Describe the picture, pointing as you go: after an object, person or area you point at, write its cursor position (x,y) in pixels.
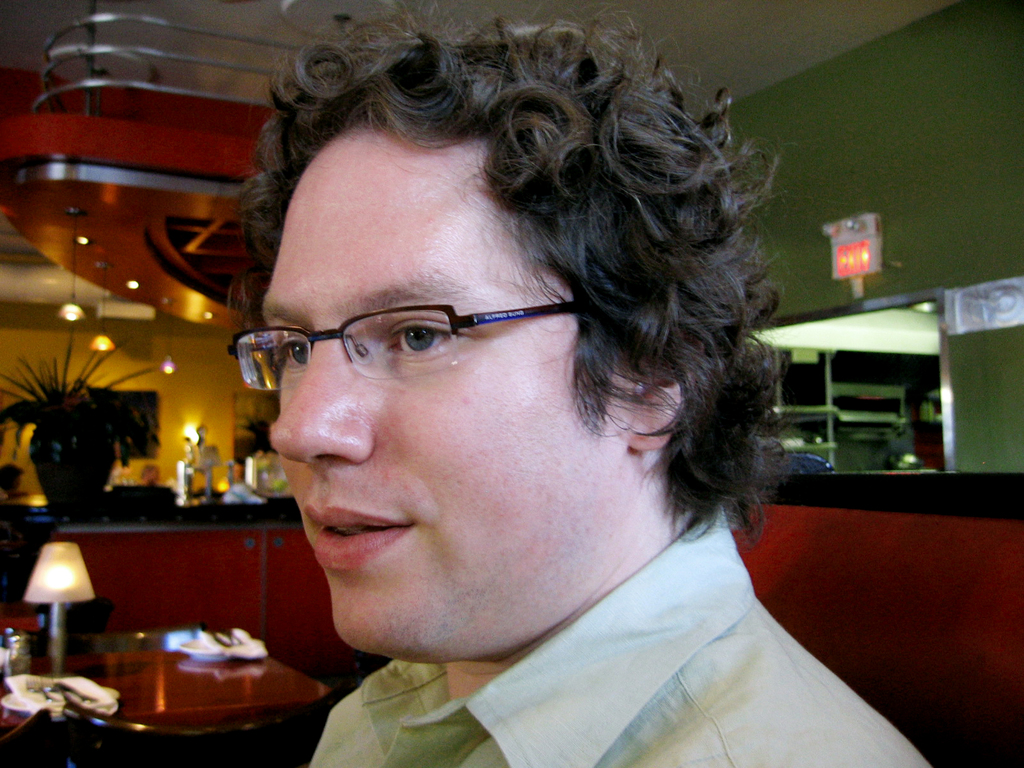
In this image, at the middle (577,260) we can see a man (562,383) sitting and he is wearing specs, we can see a lamp (63,590), at the right side (1000,207) we can see a green color wall (926,136).
